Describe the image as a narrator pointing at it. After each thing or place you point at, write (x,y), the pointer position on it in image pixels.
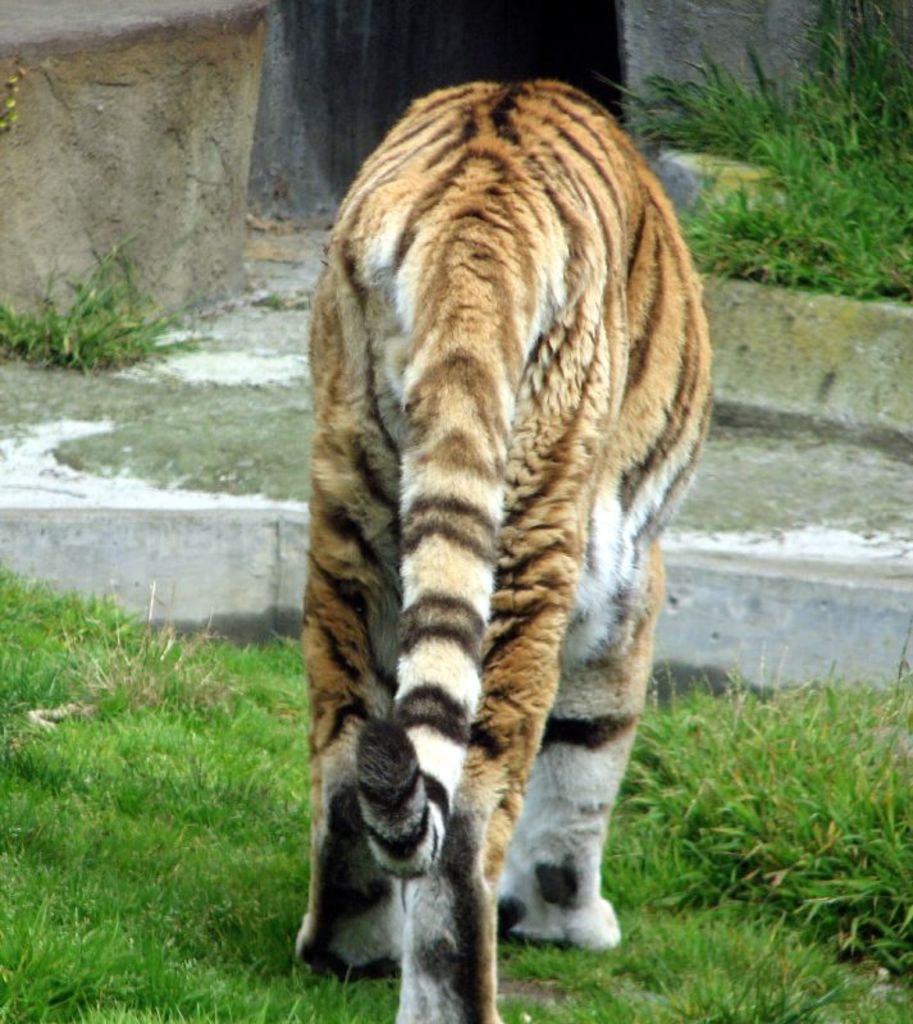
In this image, we can see a tiger (643,427) standing on the grass (38,992).
